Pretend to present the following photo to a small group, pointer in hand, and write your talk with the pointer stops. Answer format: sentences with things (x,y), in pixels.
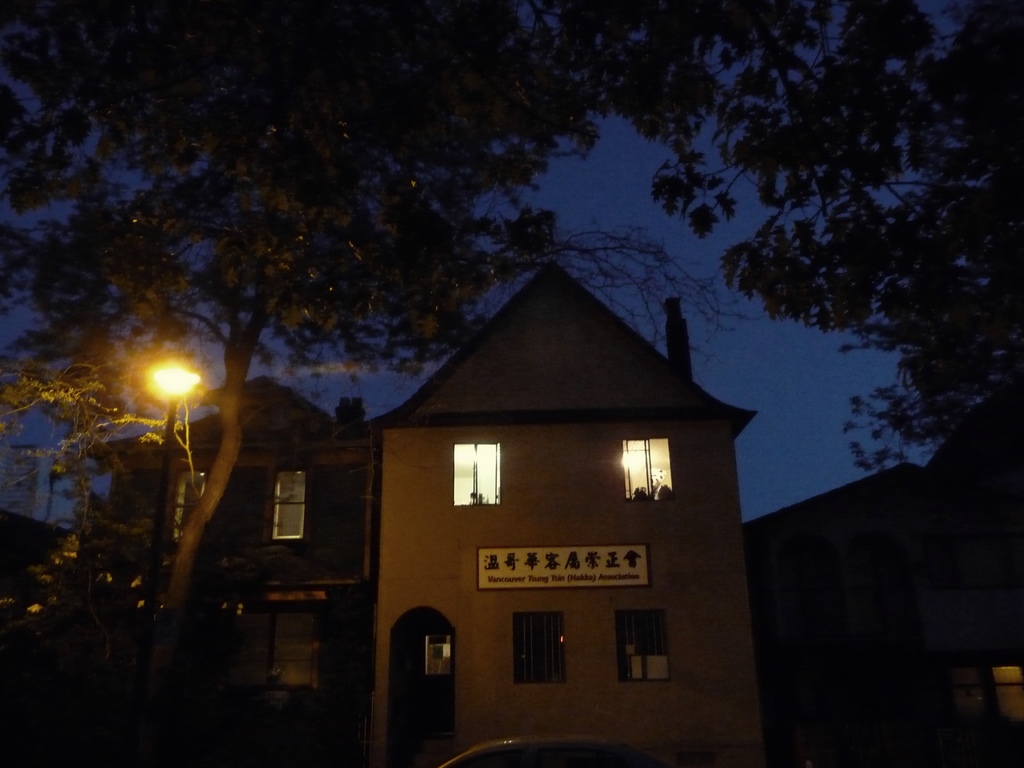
This image is taken in the nighttime. In this image there is a building (561,528) in the middle (602,469) and there are trees (409,265) on either side of it. On the left side (168,433) there is a light (183,379). At the top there is the sky (840,388).
